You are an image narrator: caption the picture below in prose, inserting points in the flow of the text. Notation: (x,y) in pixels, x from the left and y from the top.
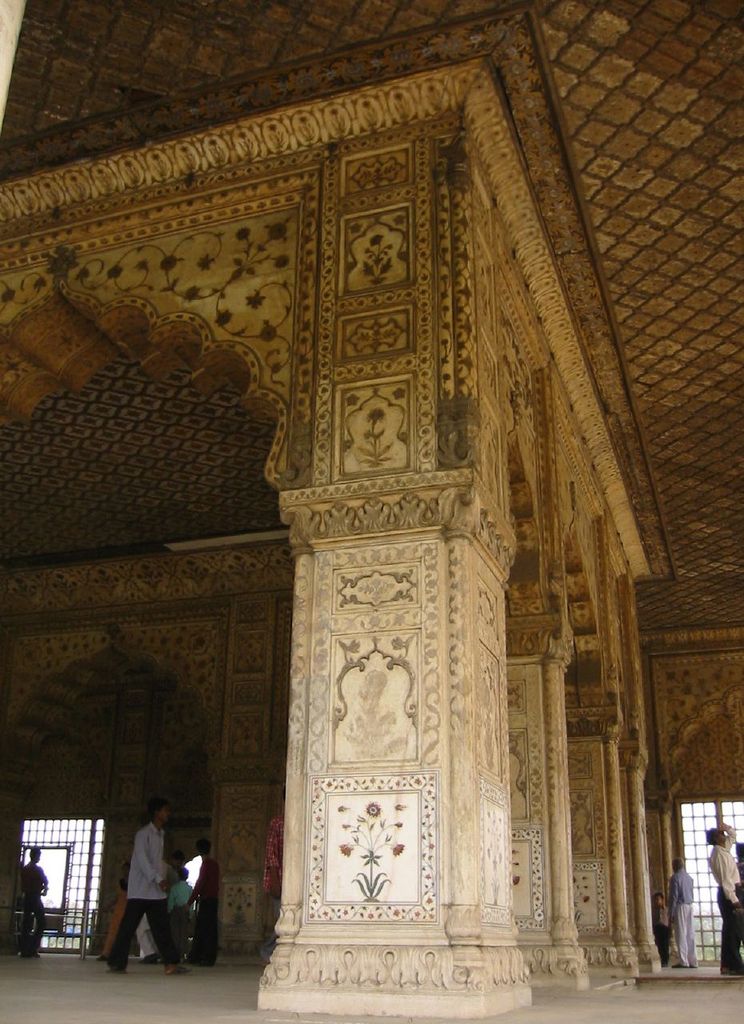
In this picture I can see the inside view of the monument (355,711). In the bottom right (659,928) I can see some persons (728,906) who are standing on the floor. In the bottom left corner (120,945) I can see some persons (150,928) who are walking and standing near to the pillars (591,952). Beside them I can see the gate (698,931), sky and grass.
